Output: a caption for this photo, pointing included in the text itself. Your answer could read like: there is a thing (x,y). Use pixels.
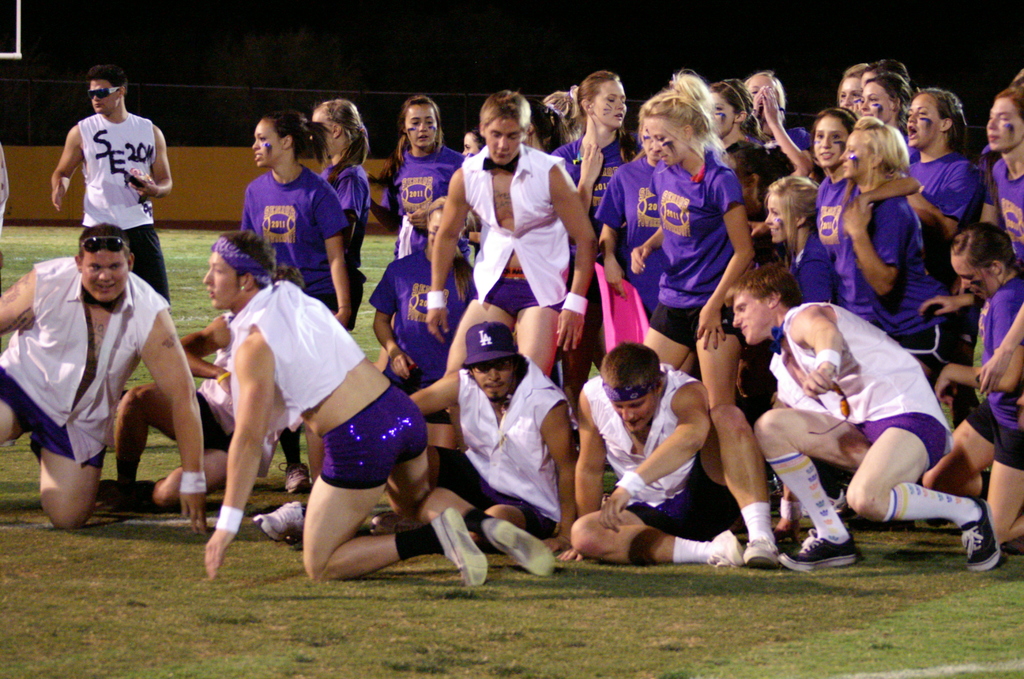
In this image I can see few people (389,306) are wearing white and purple dress (325,348). I can see few are standing and few are sitting. Background (197,190) is in black and brown color.
